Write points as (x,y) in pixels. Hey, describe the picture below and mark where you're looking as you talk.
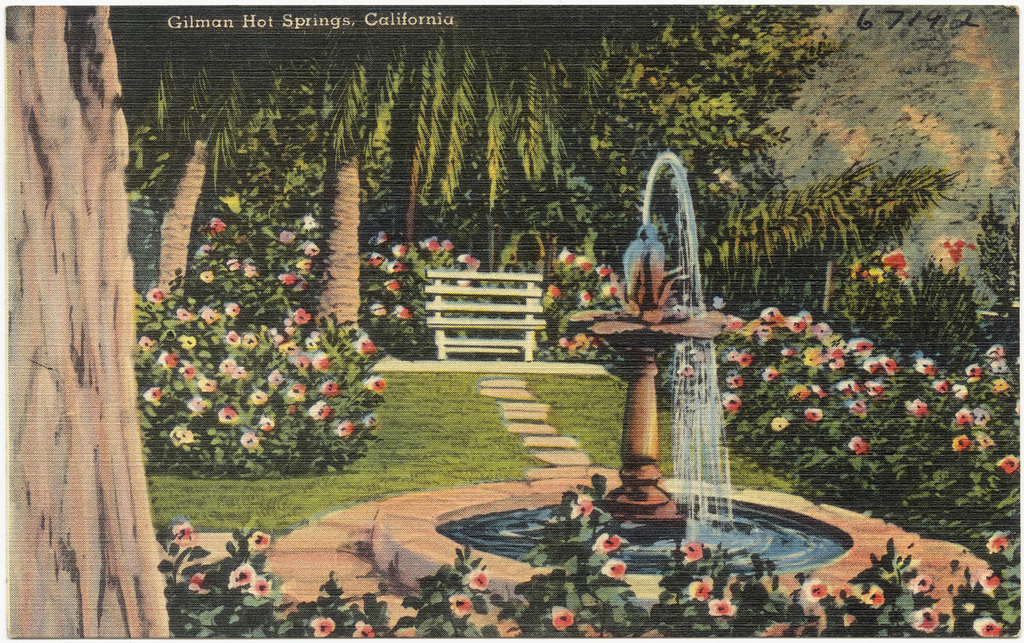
This image is a painting. In this image there is a water fountain (763,531). On the left (266,341) and right side of the image (874,428) we can see plants (270,472). In the background (395,270) there are trees (579,160), plants (462,253), walkway (514,431) and bench (440,329).
